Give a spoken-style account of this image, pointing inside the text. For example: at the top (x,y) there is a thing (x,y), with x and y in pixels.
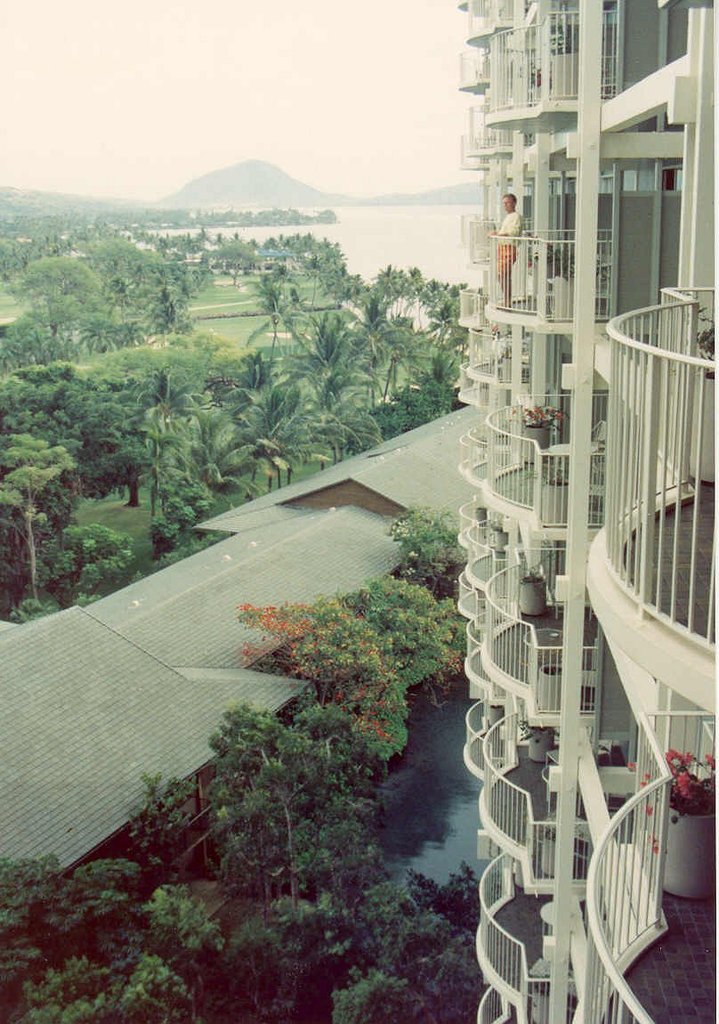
This is an outside view. On the right side (562,526) there is a building (647,349) and one person (509,220) is standing in the balcony (513,265). On the left side (161,461) there are many trees (97,404) on the ground (106,521) and also I can see the roofs (140,634) of some buildings (204,612). In the background (400,241) there is a sea (380,222) and a hill (228,169). At the top of the image (203,120) I can see the sky (96,118).
